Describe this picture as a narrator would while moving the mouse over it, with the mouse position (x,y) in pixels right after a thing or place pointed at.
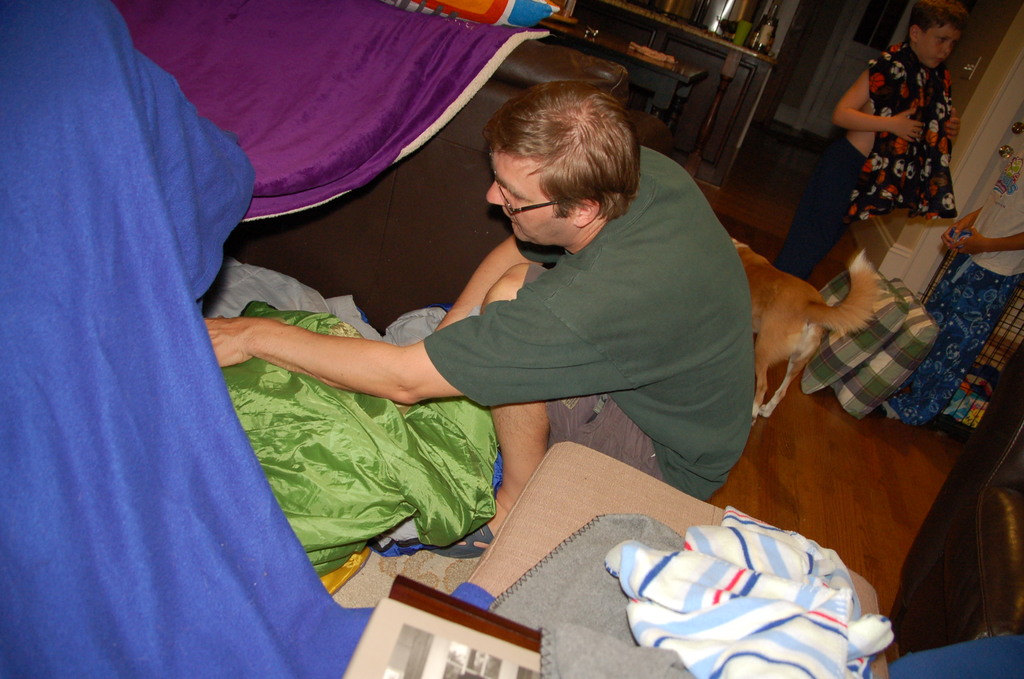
In this picture we can see a dog (787,359) on the floor (807,456), three people (575,386), clothes (709,328) and pillows (822,382). In the background (768,27) we can see a bottle (769,42), table (668,81), wall (780,32) and some objects (734,53).
